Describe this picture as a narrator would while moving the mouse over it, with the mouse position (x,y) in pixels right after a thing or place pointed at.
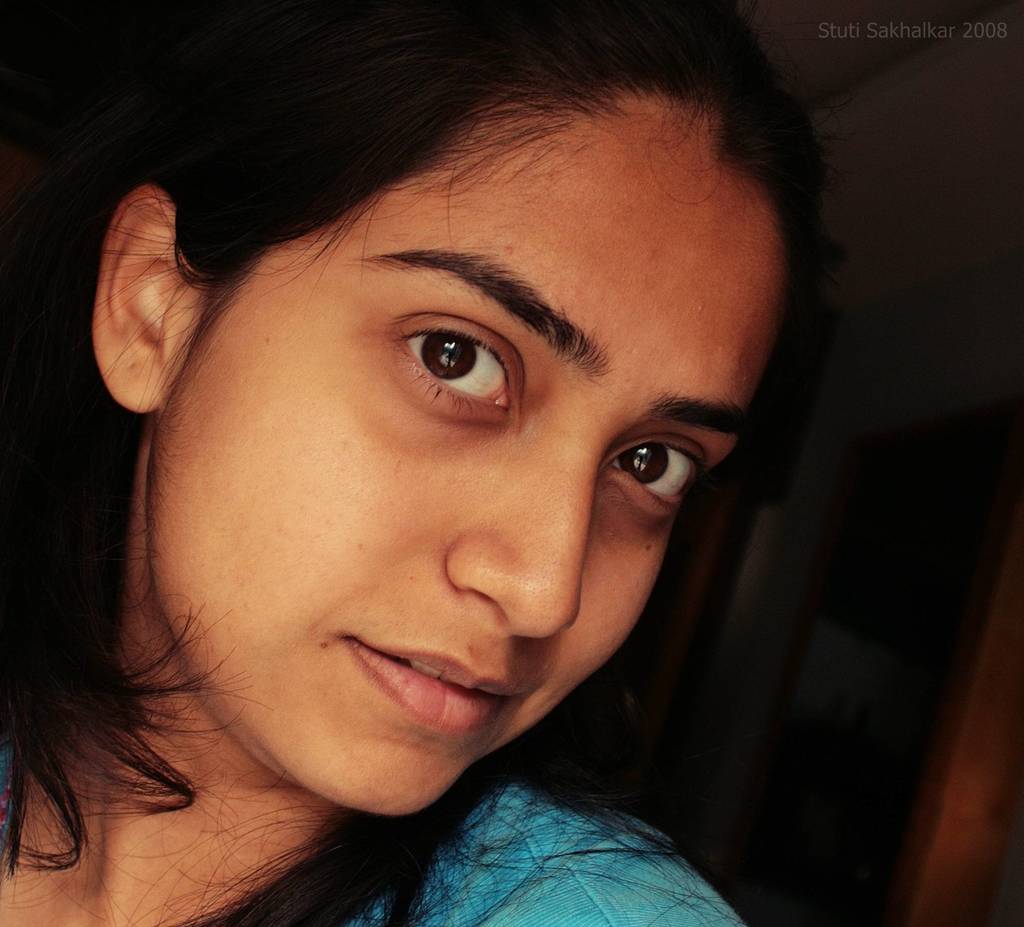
In this picture we can see a woman (187,425) smiling and in the background (944,158) we can see the wall (1019,305), door (962,714) and it is dark.
